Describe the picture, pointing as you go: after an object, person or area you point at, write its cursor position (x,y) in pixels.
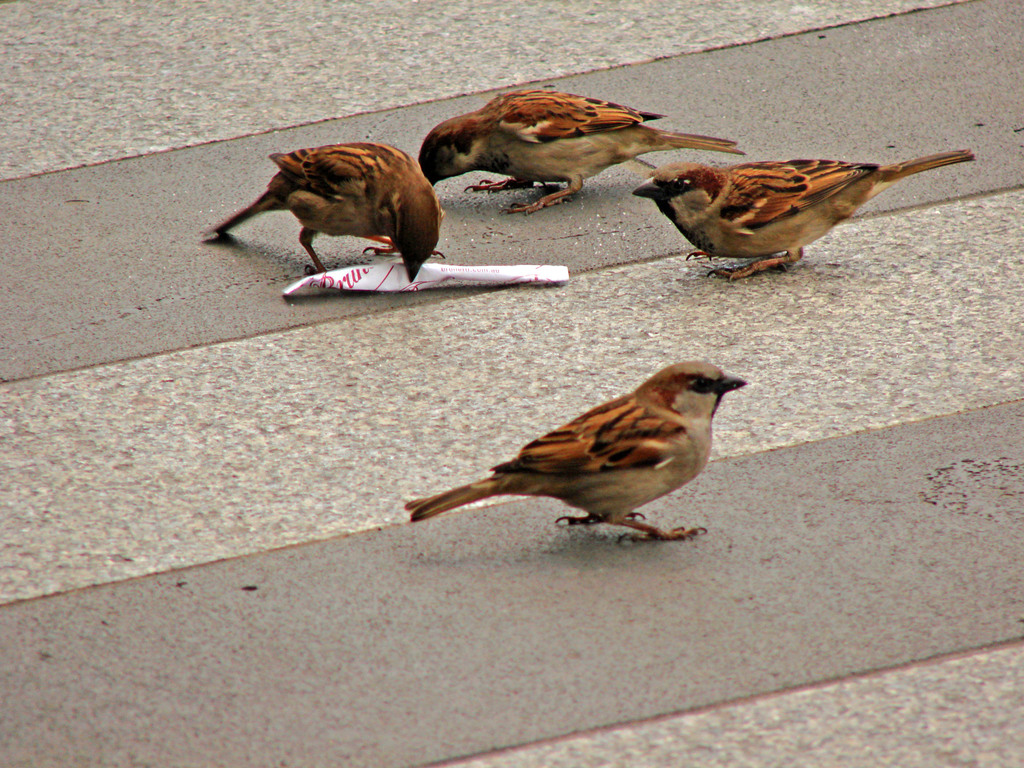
In this image there are four sparrows (585,434) on the ground (370,419). There is a paper (438,279) on the ground (369,401). There is a sparrow (398,252) holding the paper (430,281) with its beak (416,258).
